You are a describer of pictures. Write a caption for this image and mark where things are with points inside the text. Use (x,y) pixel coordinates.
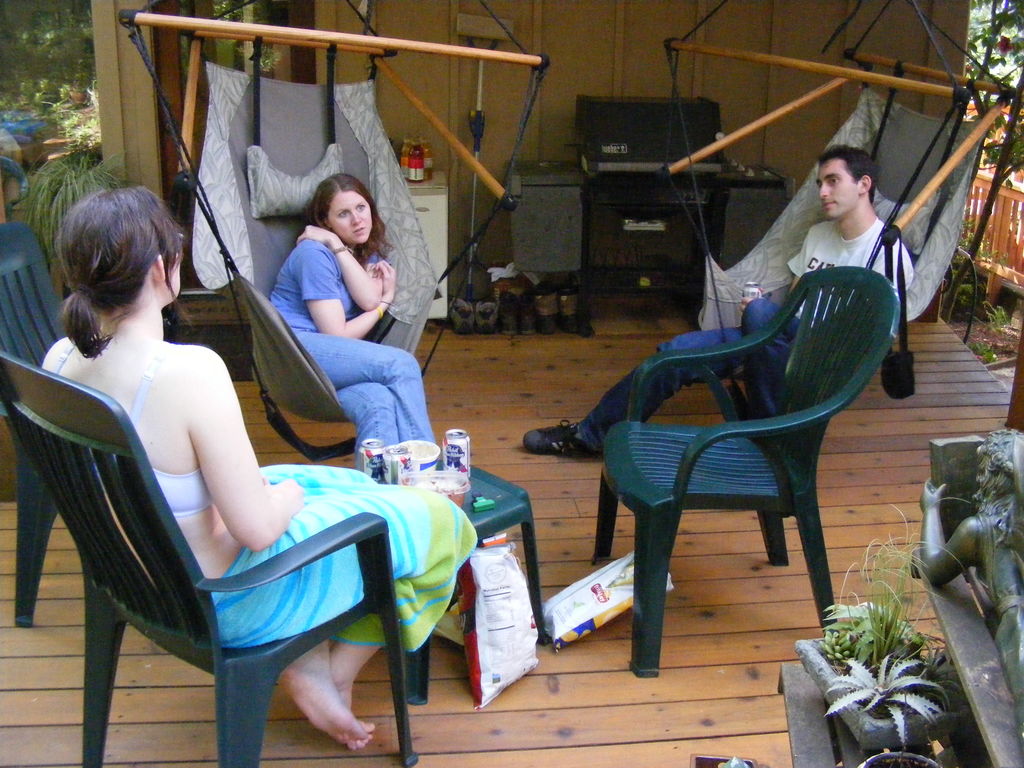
a person (317,527) is sitting on a chair (143,523) on the wooden floor (579,651). on front of her there is a plastic table (515,518) on which there are tins (449,469). on the floor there are 2 packs (488,614). in front of that there are 2 people (826,222) sitting. the person (811,263) at the right (831,251) is wearing a white t shirt (846,259) and blue jeans (707,331). the person (331,304) at the left (317,279) is wearing blue t shirt (313,286) and jeans (377,411). at the right (944,648) there is a sculpture (972,514) and plants (855,650). at the back (596,163) there are boxes (602,242) and shoes (571,306). at the left (57,49) there are trees (58,103). at the right (994,233) there is fencing (992,226) and trees (986,39).
